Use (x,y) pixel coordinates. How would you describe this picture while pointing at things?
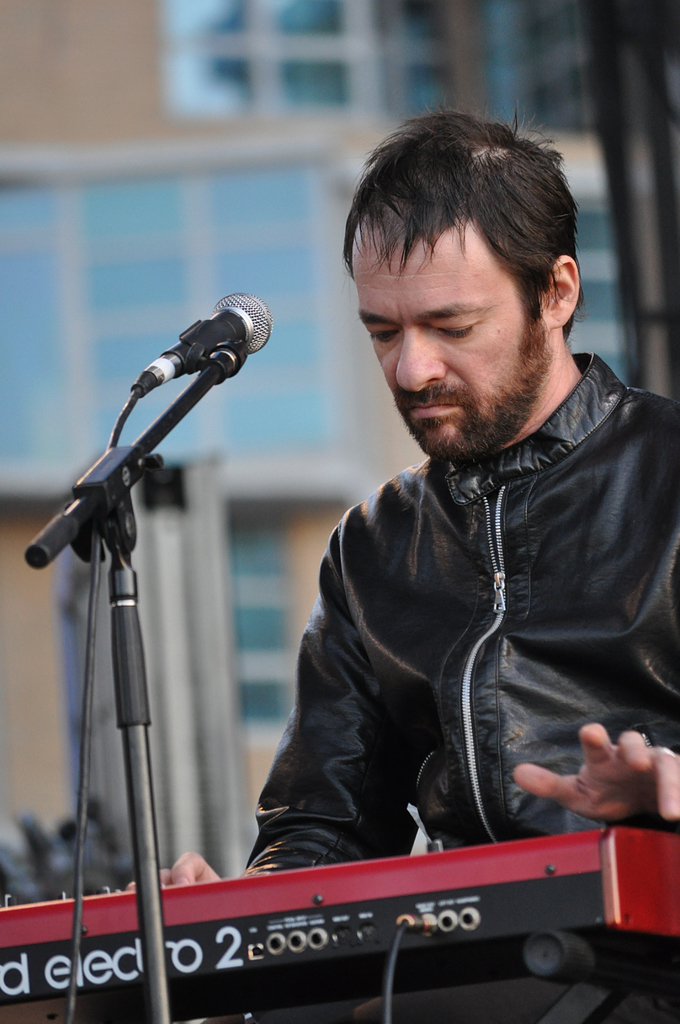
In this image we can see a person (363,674) wearing black color jacket (358,733) playing musical instruments (483,921) in front of him there is microphone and at the background of the image (261,173) there is building (246,486).
